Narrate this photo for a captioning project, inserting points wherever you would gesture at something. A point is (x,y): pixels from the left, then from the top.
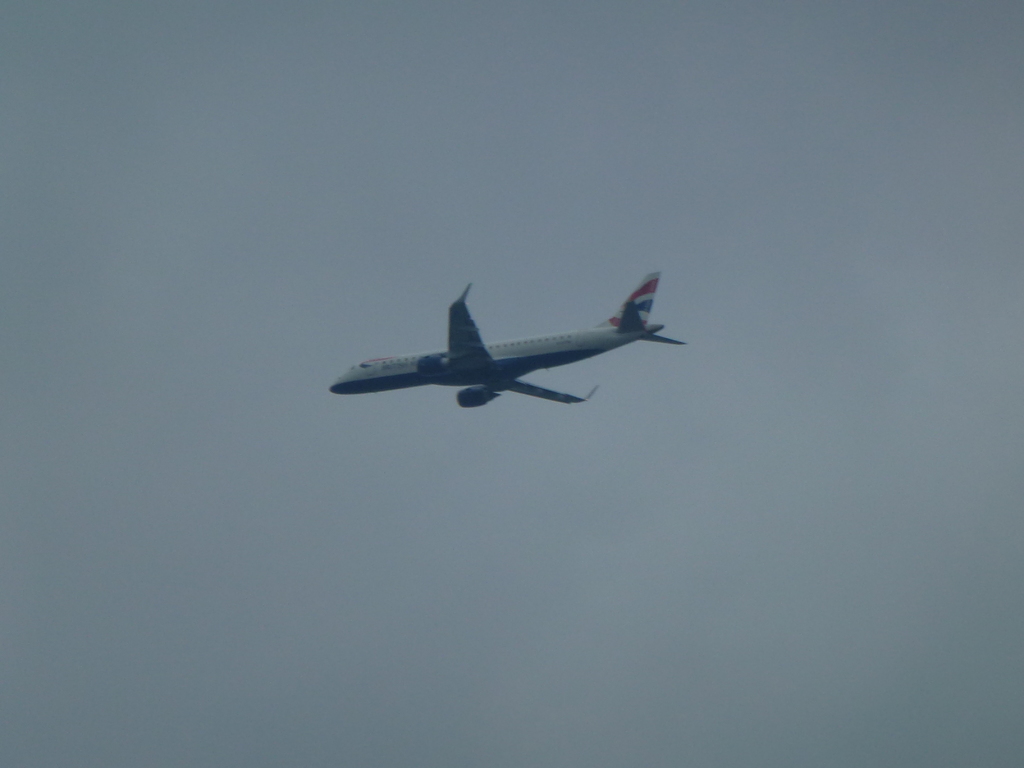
In this picture there is a passenger plane (351,390) which is flying in the air (693,481). In the back (861,357) I can see the sky (657,509) and clouds (642,509).
